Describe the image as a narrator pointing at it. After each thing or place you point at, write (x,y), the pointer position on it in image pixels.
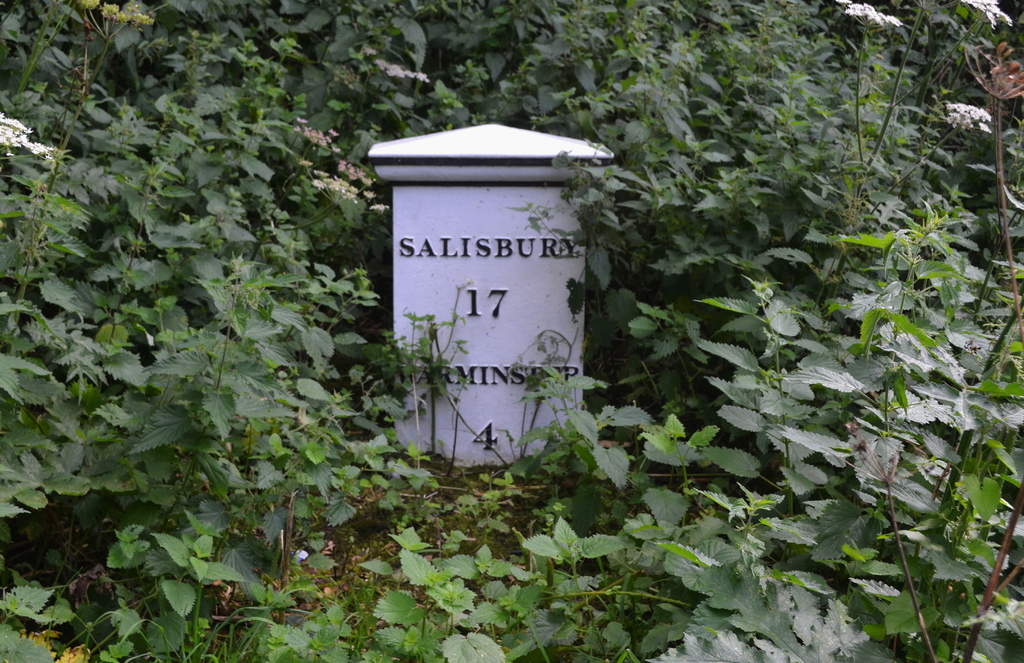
In this image we can see many plants (530,439). We can see some text (500,372) on the stone (529,293).
